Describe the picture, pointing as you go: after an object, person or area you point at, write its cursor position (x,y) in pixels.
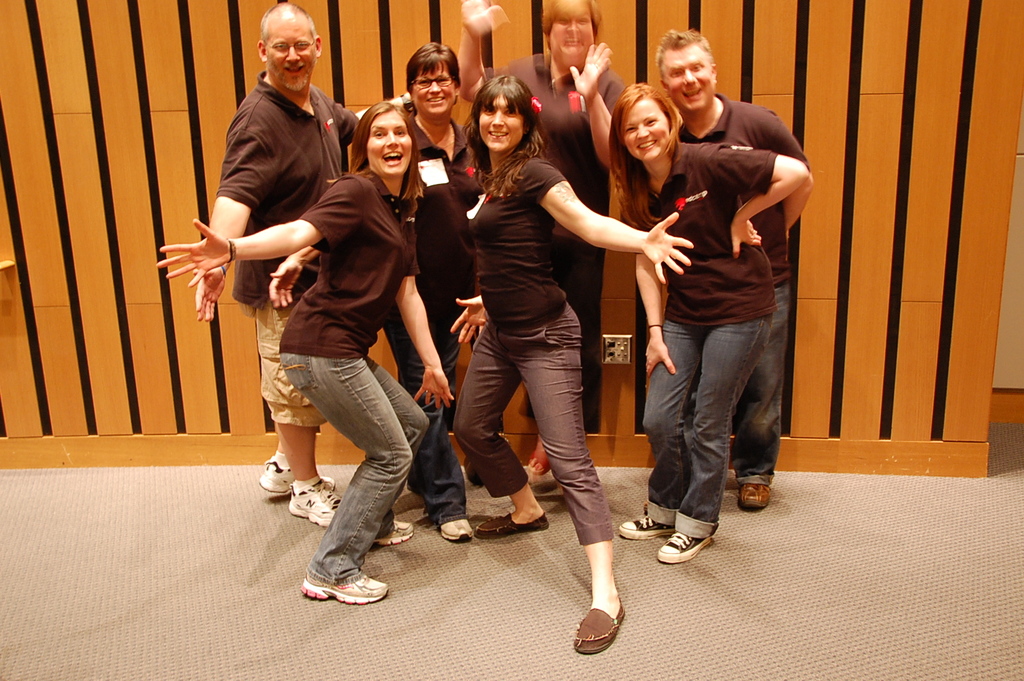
In this picture we can see a group of people (453,242) standing on the floor (421,618). Behind the people (329,256), there is the wall (915,163).
